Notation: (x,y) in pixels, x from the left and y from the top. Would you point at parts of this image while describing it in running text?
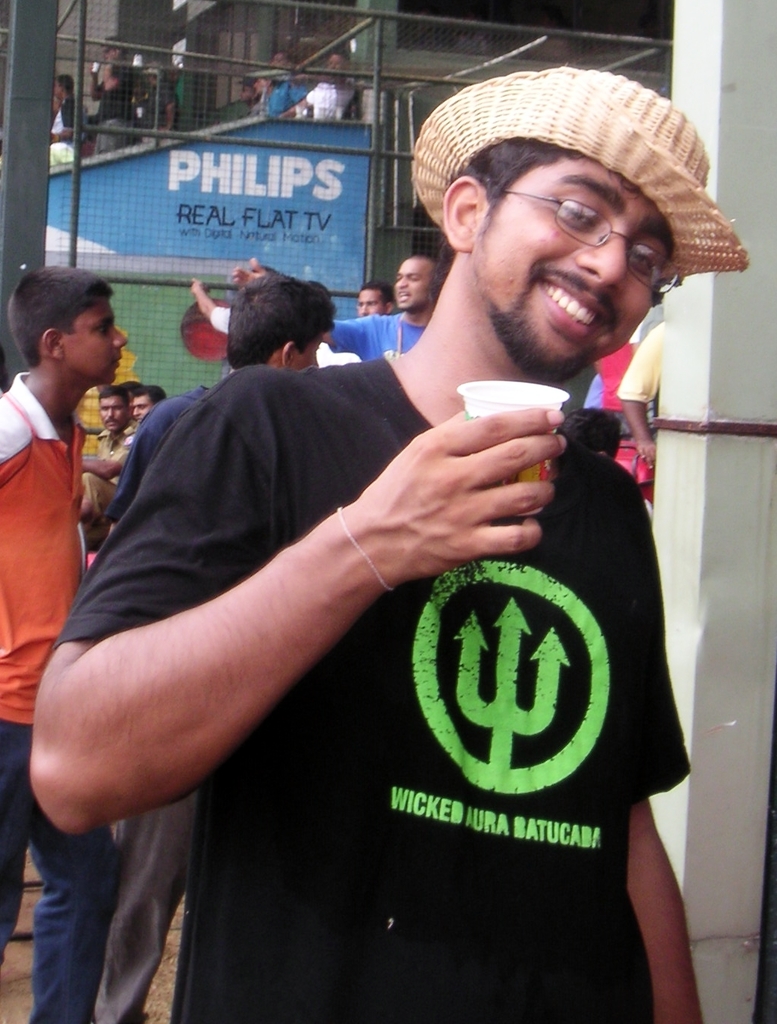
In this image we can see a man (352,976) holding a cup (519,478) with his hand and he is smiling. He wore spectacles (528,194) and a hat (446,143). In the background (78,282) we can see pillars (709,812), poles (367,264), mesh (380,253), board (65,208), and people (162,409).
